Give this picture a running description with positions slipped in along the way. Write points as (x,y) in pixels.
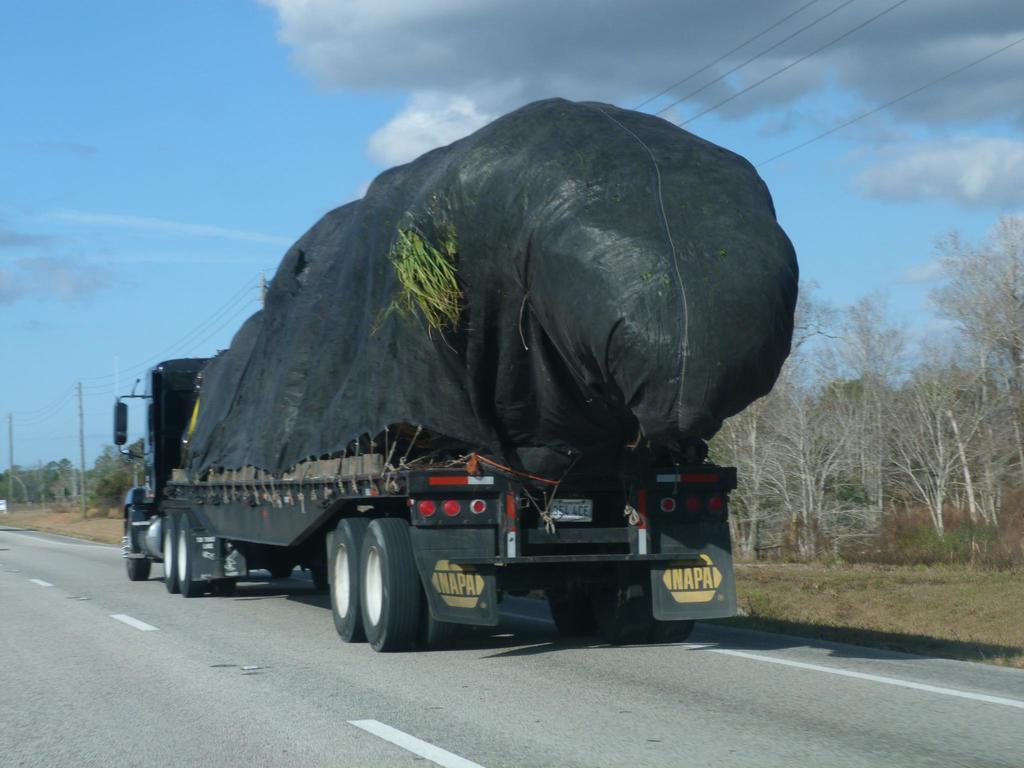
In this image, we can see a truck (355,561) is on the road (424,708). Here we can see few white lines (812,665) on the road (129,667). Background there are so many trees (993,534), poles (8,473), wires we can see. Here we can see a cloudy sky (427,136).
